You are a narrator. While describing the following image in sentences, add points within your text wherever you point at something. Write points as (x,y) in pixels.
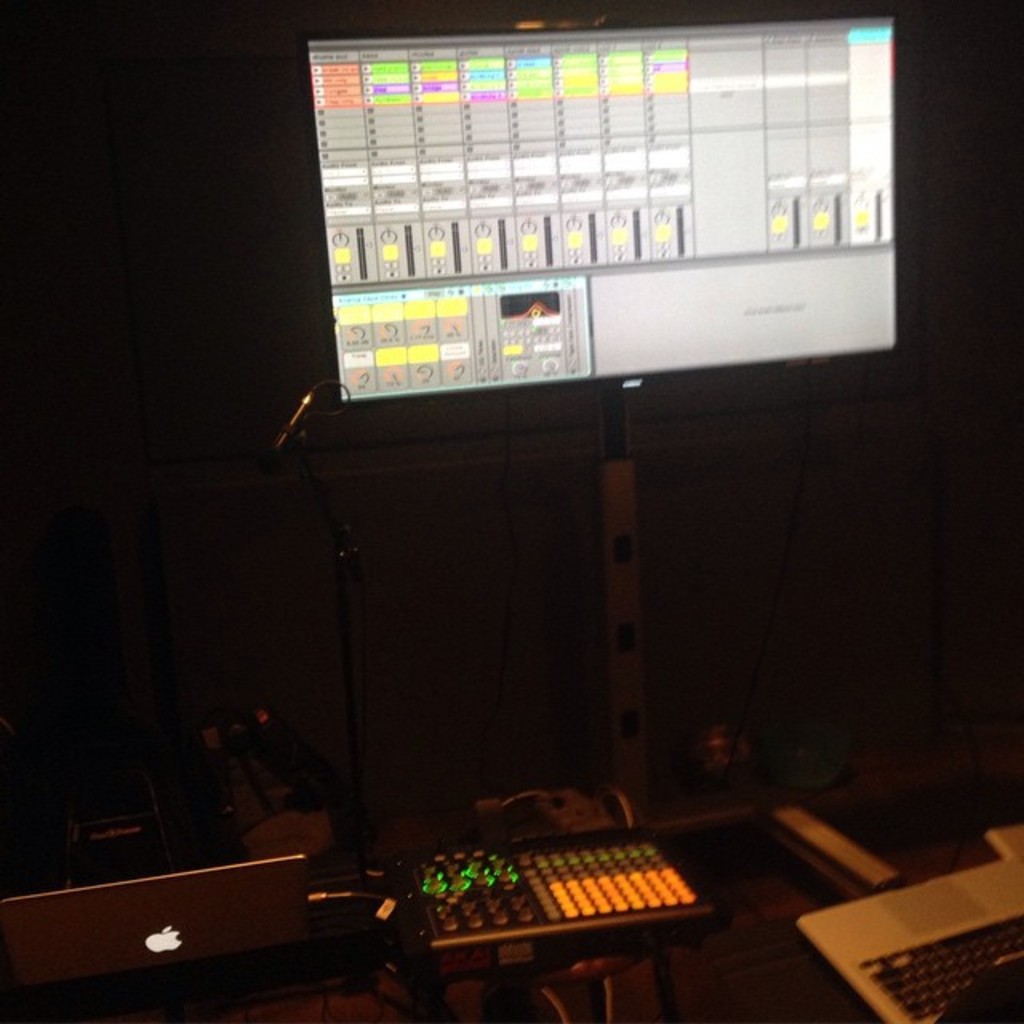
This picture is taken during night and I can see a screen (480,222) and I can see some objects (95,799) kept on the floor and I can see a mike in the middle (349,618).
